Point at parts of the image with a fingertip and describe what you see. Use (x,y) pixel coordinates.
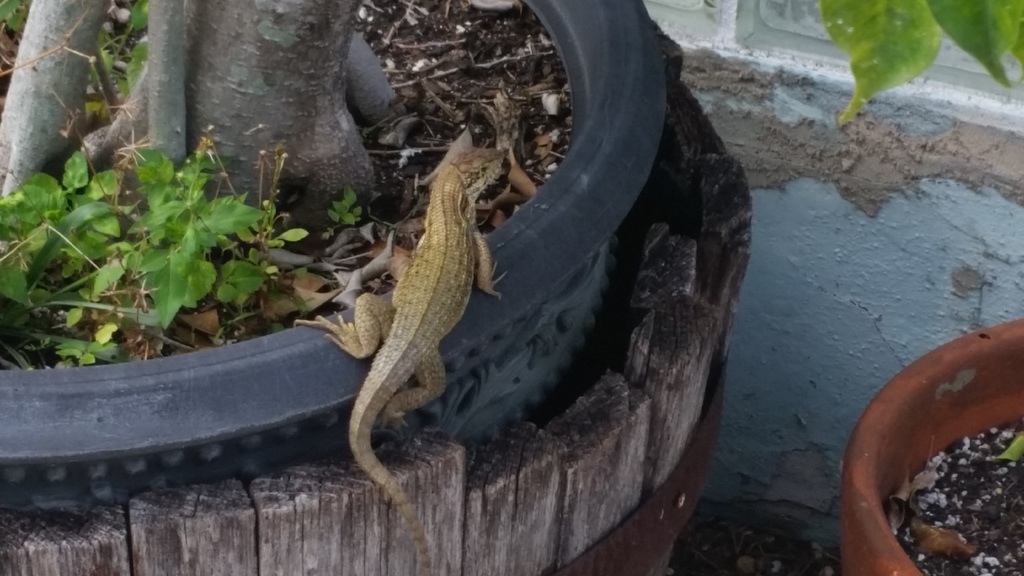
In this picture I can see lizard (418,296) on the pot (546,378), side I can see one more pot (905,474) with some plants (107,251).
